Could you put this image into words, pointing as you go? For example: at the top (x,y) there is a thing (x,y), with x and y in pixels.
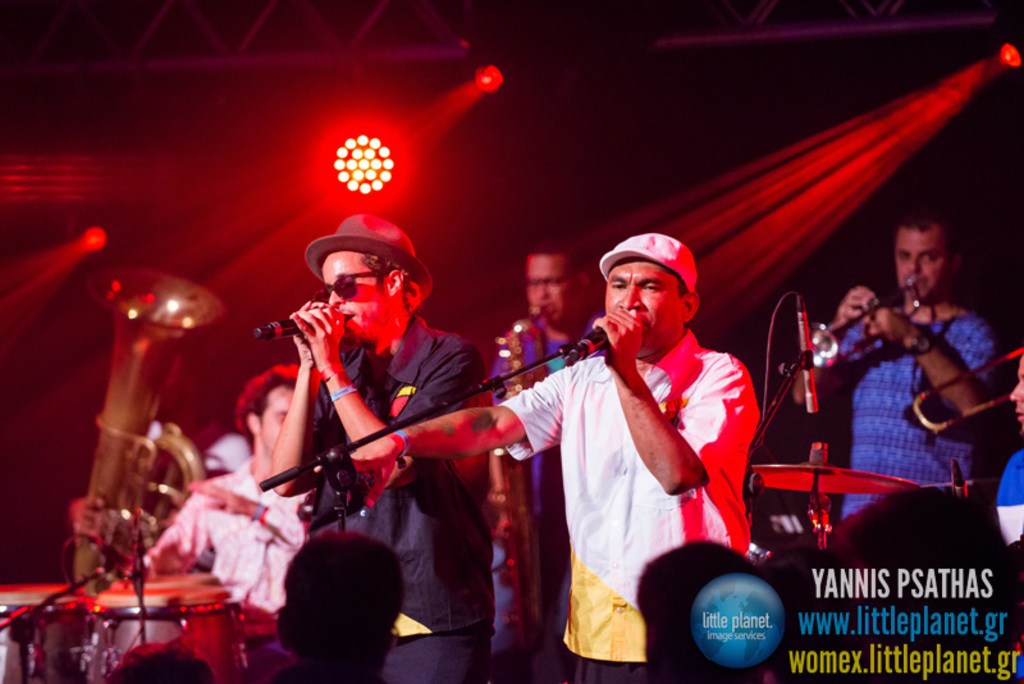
In this image there are a few people (458,358) singing in a mic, behind them there are a few people (241,583) playing some musical instruments (500,355), at the bottom of the image (736,631) there is a logo (736,644) and some text (901,595), in front of them there are a few people (352,606), in the background of the image (378,156) there are focus lights (384,166) and metal rods (132,65).
